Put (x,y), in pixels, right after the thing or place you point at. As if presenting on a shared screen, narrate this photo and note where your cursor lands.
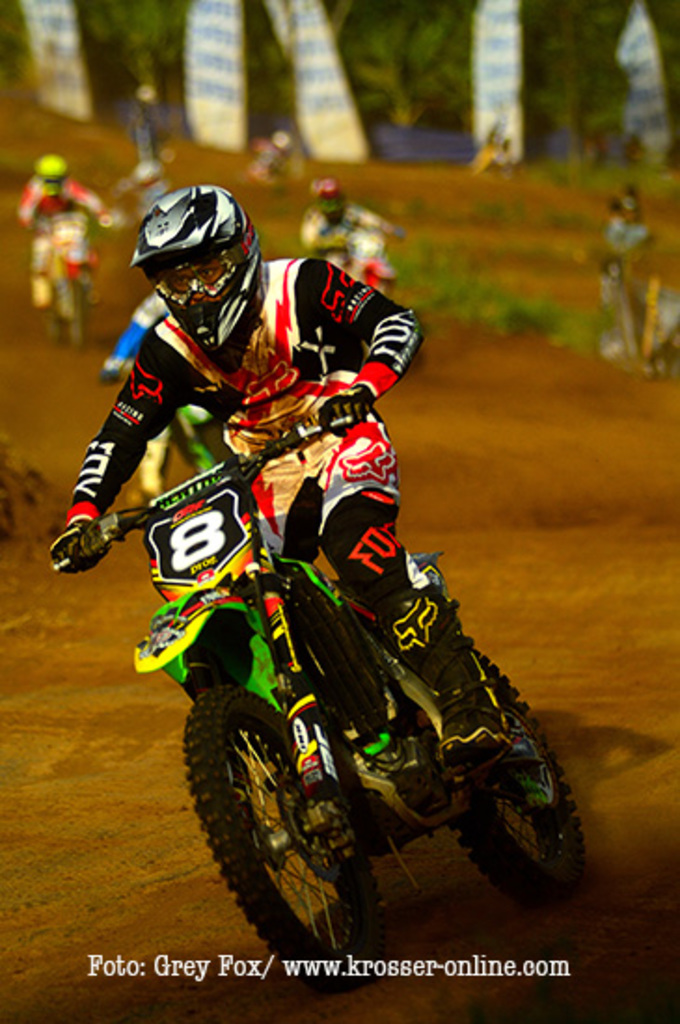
This picture looks like motorbike race. We see few people (159,344) riding bikes (322,683) and they wore helmets (42,168) on their heads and we see text (153,956) at the bottom of the picture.
